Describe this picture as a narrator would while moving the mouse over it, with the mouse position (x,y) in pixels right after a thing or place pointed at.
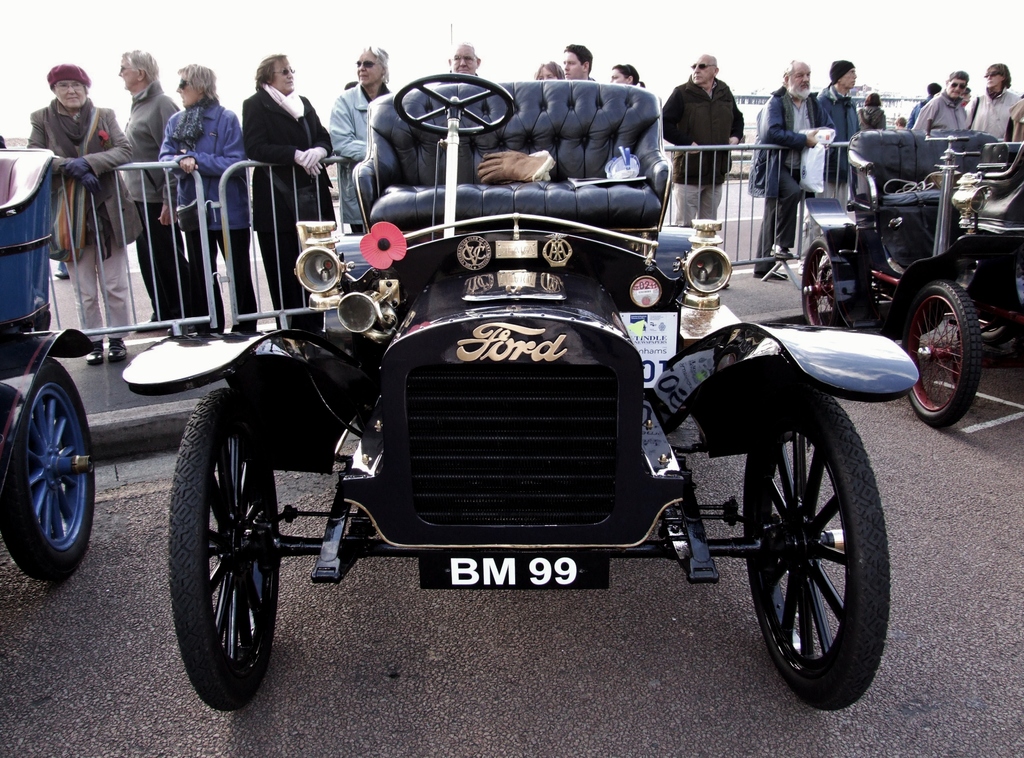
In this image we can see few vehicles (38,568) are parked on the road (732,703). Background (198,264) we can see a group of people (765,187) are standing near the barricades (227,263).
